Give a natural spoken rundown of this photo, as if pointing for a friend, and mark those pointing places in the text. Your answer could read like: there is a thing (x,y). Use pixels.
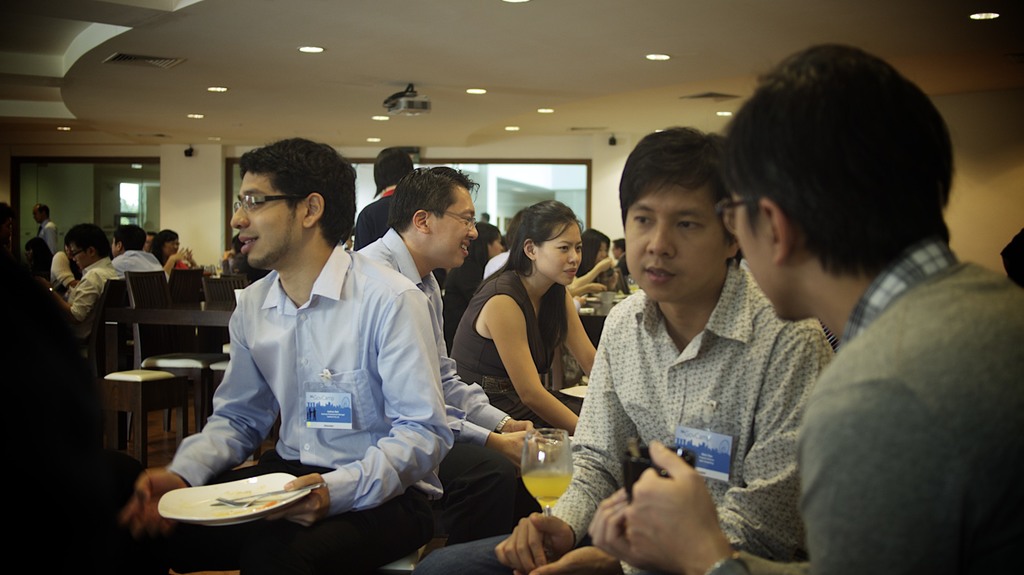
In the picture we can see a group of people (622,561) sitting on the chairs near the tables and having a food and in the background (122,211), we can see a wall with glass windows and to the ceiling (308,94) we can see the lights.
